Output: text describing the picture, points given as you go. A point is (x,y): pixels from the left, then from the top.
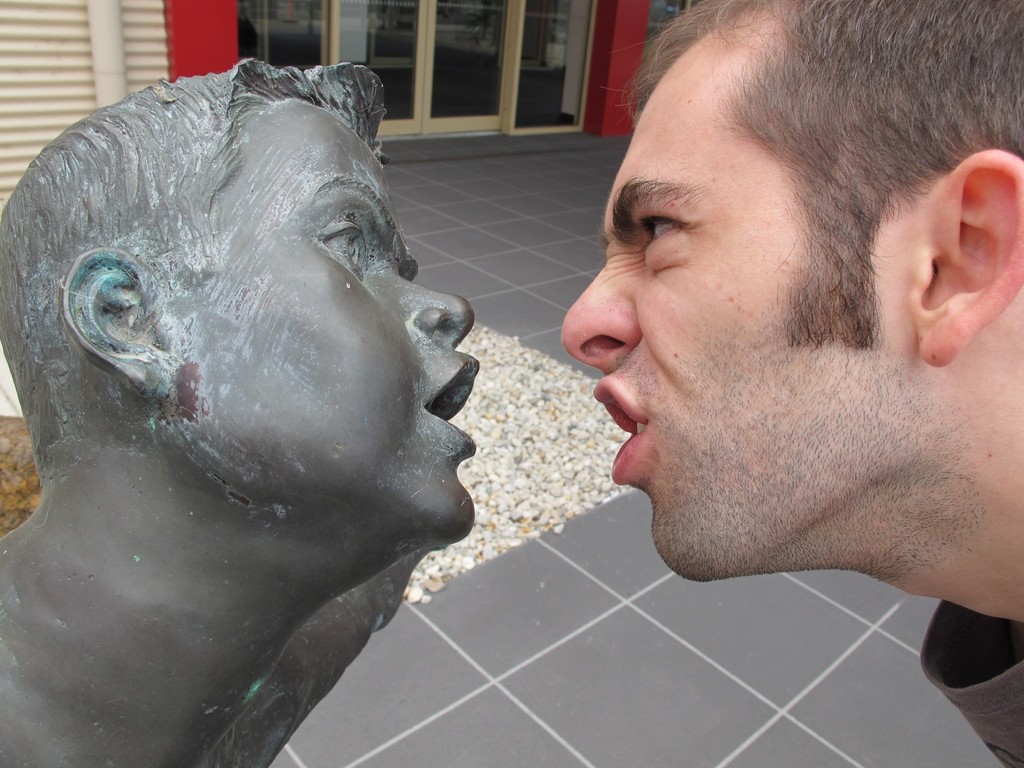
In this image we can see a person (630,358), there is a statue (209,210), there are stones (525,468), also we can see the wall (27,83), and doors (410,67).
